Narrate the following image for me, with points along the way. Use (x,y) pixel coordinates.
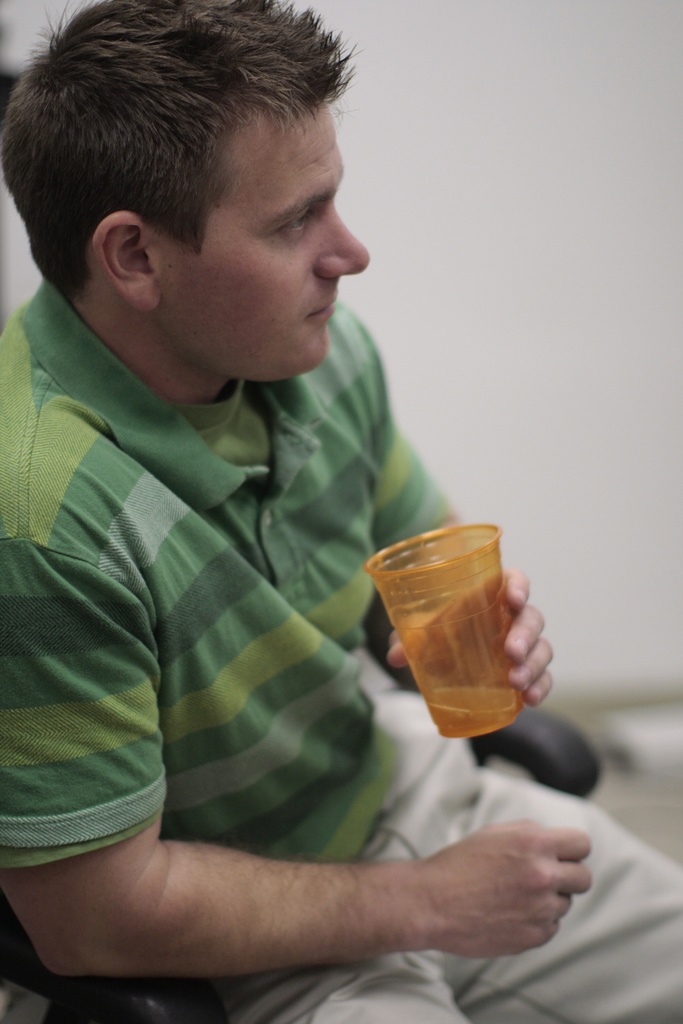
Here I can see a man (275,690) wearing a t-shirt (281,771), holding a glass (475,658) in the hand (481,677) and sitting on a chair (112,993) facing towards the right side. In the background (525,272) there is a wall (472,266).
